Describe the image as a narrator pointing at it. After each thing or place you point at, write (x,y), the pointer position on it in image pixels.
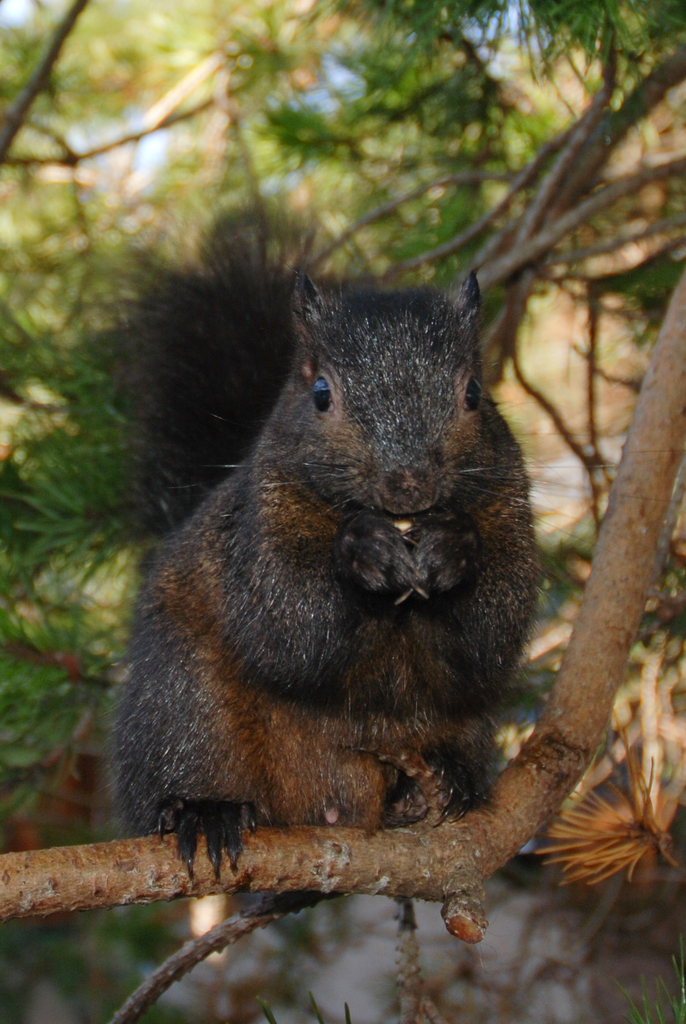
In this image I can see a squirrel (346,743) on a branch (379,862). In the background (291,135) I can see trees (328,193).
